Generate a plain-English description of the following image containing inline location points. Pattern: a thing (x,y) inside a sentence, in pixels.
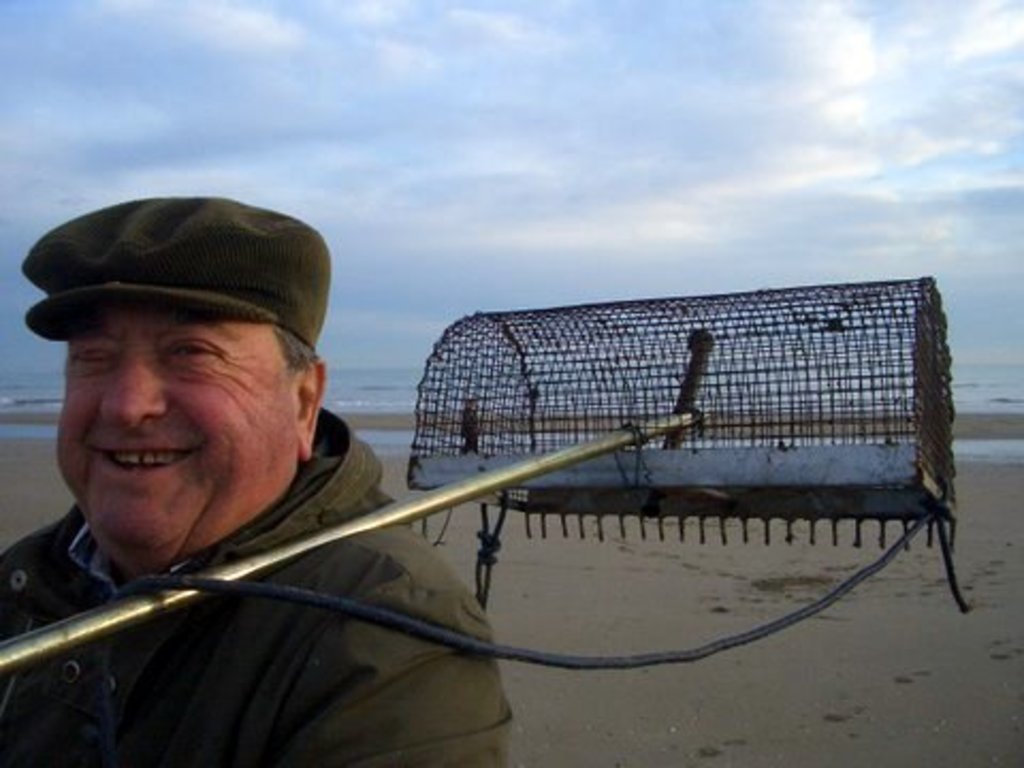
In this picture there is a man (257,509) on the left side of the image (272,511), by holding a net (585,483) in his hand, it seems to be there is water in the background area of the image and there is sky (441,68) at the top side of the image (493,97).
